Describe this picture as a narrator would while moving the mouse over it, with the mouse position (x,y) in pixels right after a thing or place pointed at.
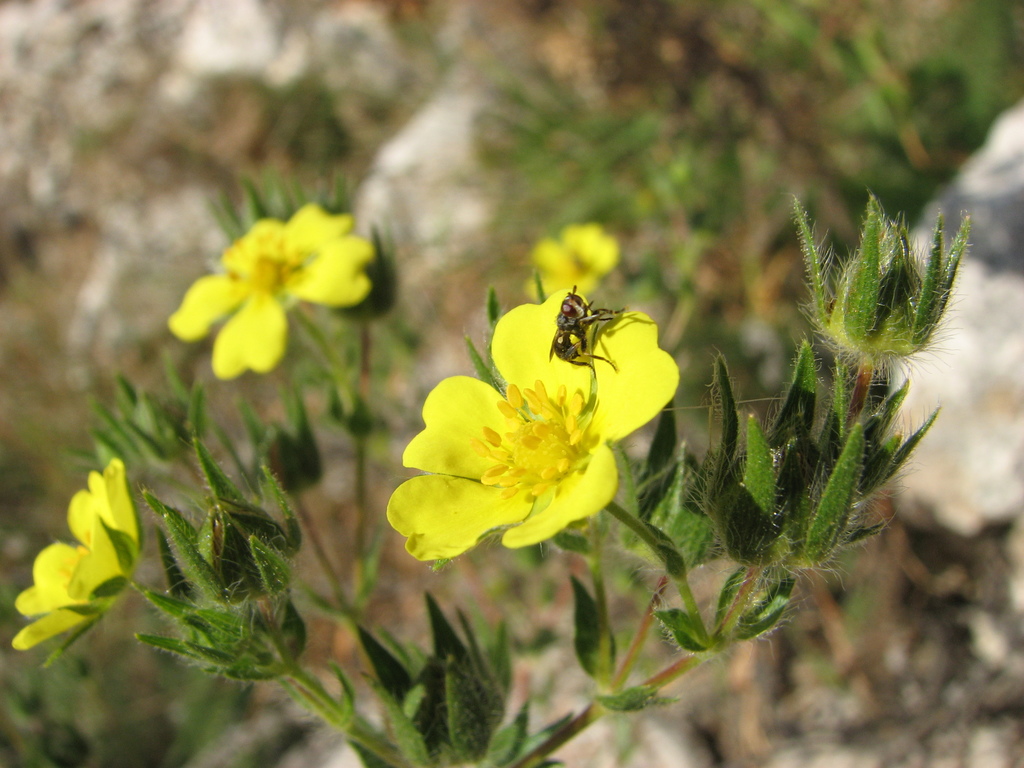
In the picture I can see an insect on the yellow color flower (552,487). The background of the image is slightly blurred, where we can see a few more yellow color flowers (259,263) of a plant (540,489).
